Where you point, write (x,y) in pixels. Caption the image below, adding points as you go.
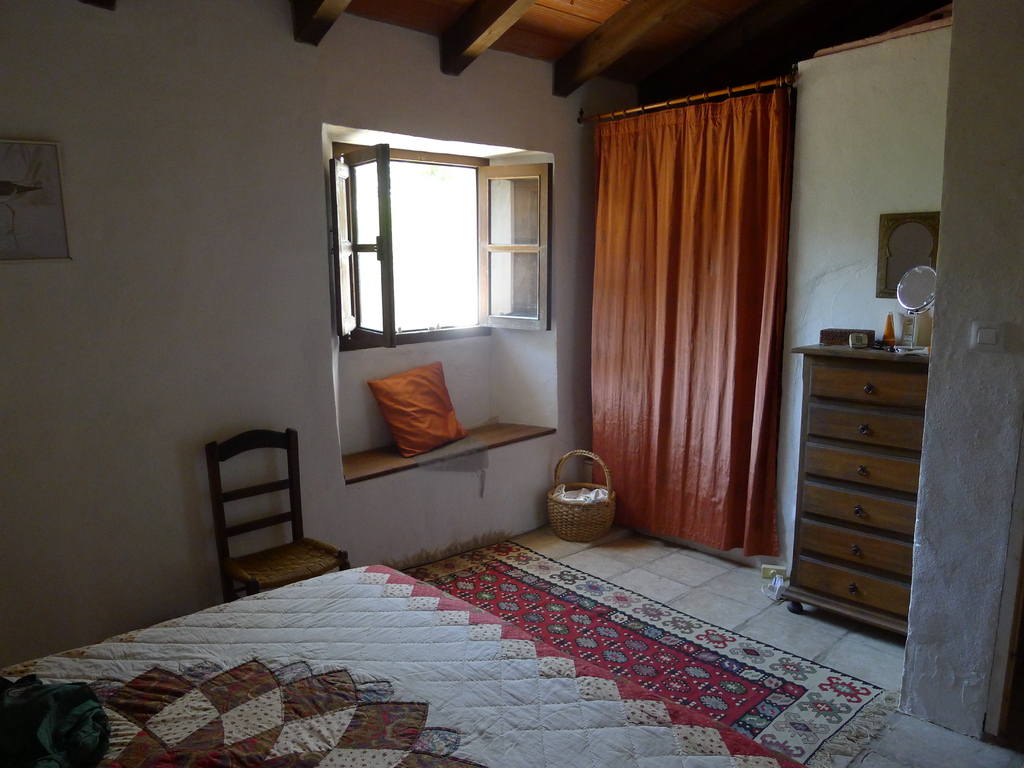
In this picture we can see the inside view of a room (656,725). This is bed (663,757) and there is a chair (288,547). Here we can see a window (405,247) and there is a pillow (433,437). This is the curtain (736,407) and there is a cupboard (861,443). Even we can see a frame (8,149) on the wall (73,264).
